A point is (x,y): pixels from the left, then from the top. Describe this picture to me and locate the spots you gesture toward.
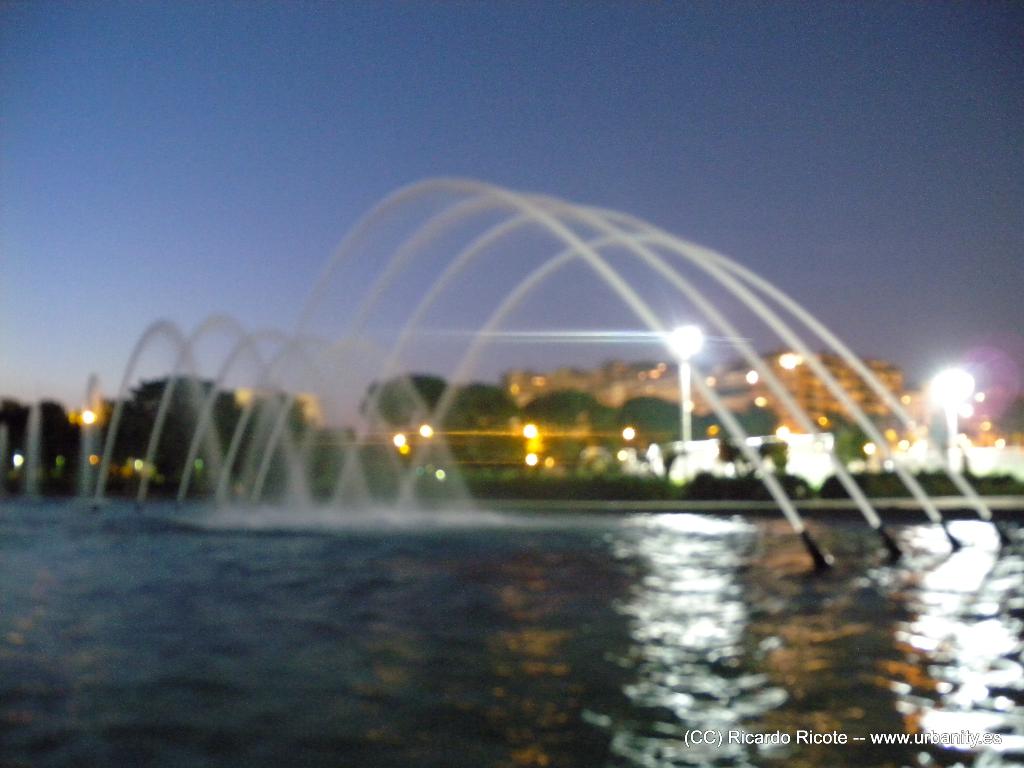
In this picture I can see the water (173,556) in front (299,562) and I can see the fountains (391,461). In the background (25,442) I can see the trees (509,446), buildings (794,418) and the lights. I can also see the sky (767,193). On the bottom right corner of this picture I can see the watermark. I see that this picture is a bit blurry.
